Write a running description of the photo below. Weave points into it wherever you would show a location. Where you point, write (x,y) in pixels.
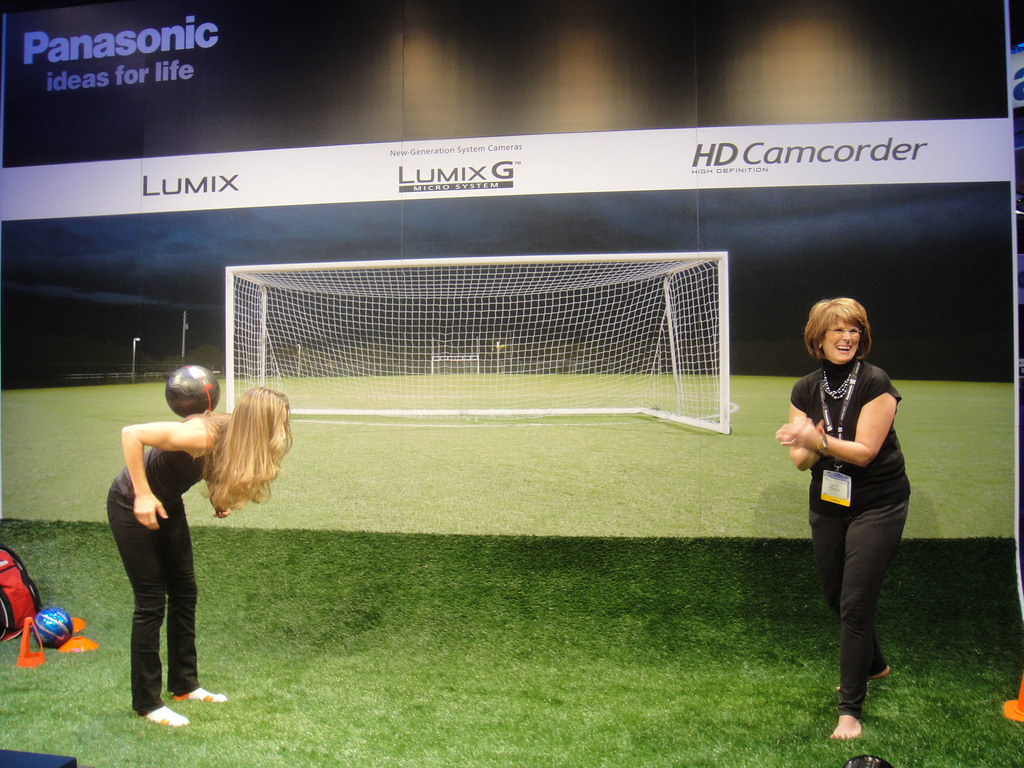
In the image we can see there are women (876,562) standing on the ground (503,693) and there's grass (503,693) on the ground (503,693). There is a ball (193,390) on the woman's back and behind there is a banner (157,378) on the wall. There is a net (650,317) on the banner (627,150).
